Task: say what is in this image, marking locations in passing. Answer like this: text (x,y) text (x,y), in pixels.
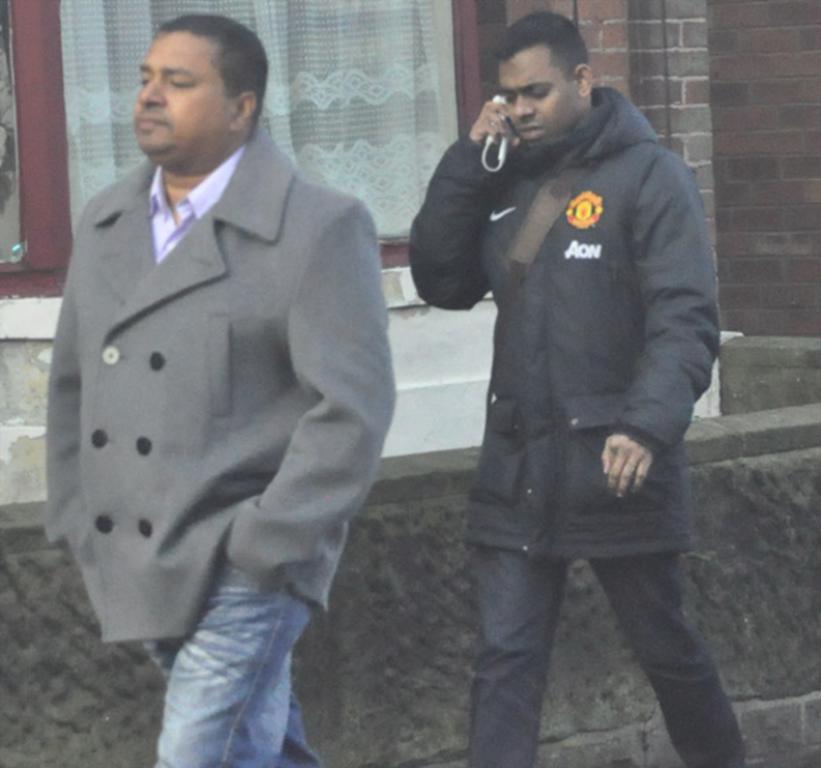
In this picture I can see a person (270,343) wearing the coat (158,396) on the left side (131,410). I can see a person (571,314) wearing jacket (564,286) and holding telephone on the right side (590,312). I can see the glass window (324,108) in the background (285,81).
